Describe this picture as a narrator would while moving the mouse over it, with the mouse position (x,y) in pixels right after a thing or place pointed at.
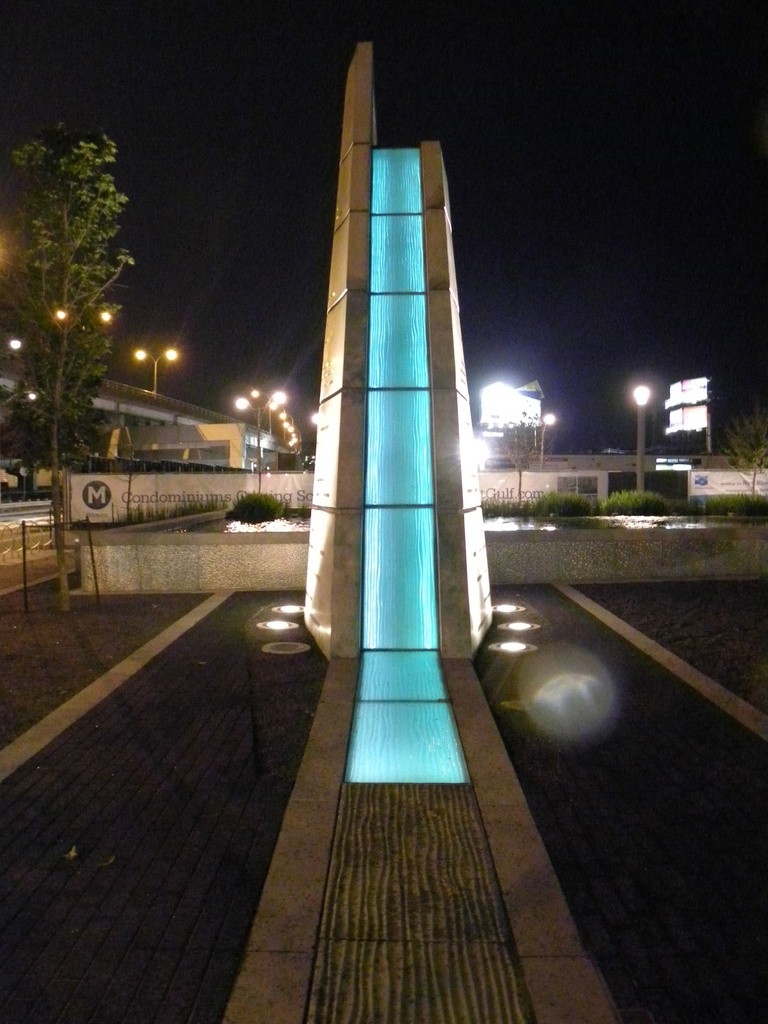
In the middle of the image (421,485) we can see a tower (388,529), in the background (258,435) we can find few trees (105,329), lights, poles (640,472), hoardings (690,422) and a bridge (152,411).
